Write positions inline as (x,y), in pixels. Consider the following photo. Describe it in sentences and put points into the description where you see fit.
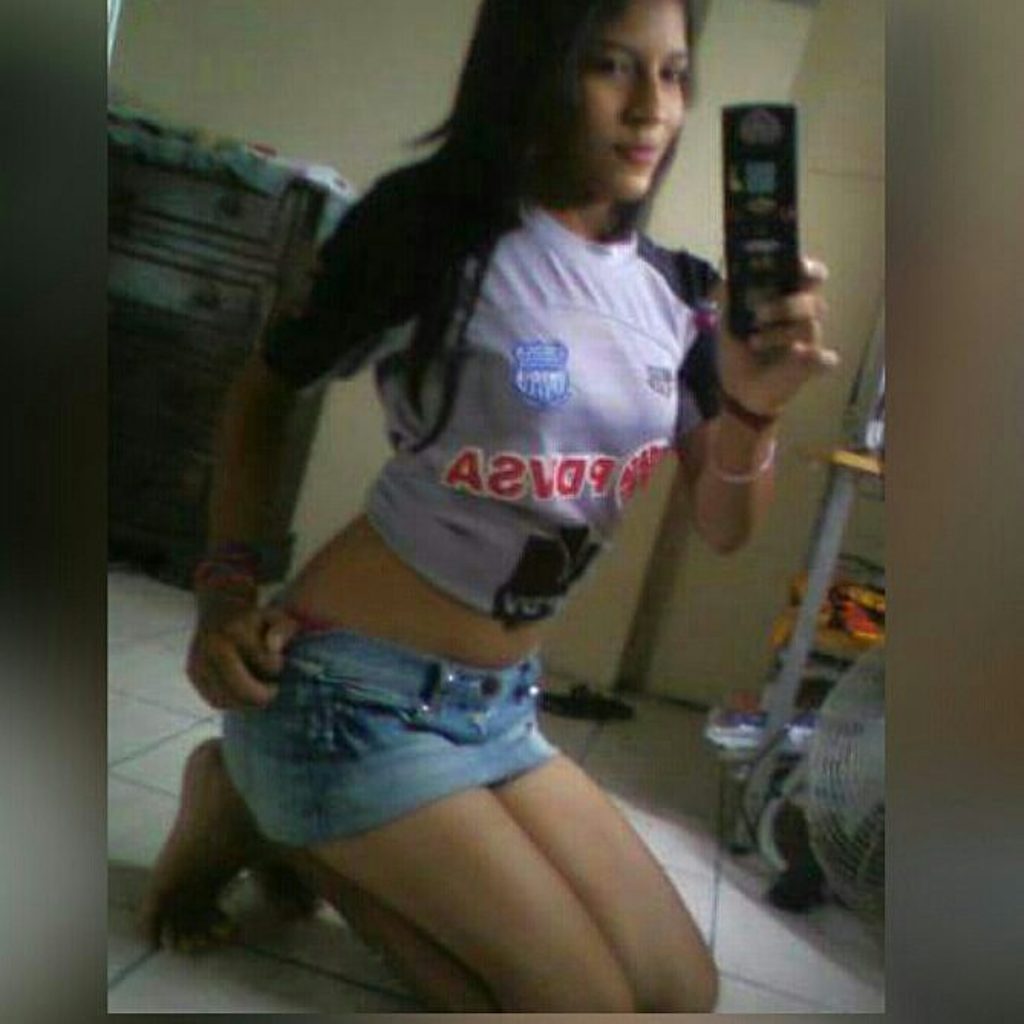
In this image I can see the person (657,365) holding some object (735,229). In the background (155,274) I can see the cupboard (199,274) and the wall (320,48) is in cream color.
